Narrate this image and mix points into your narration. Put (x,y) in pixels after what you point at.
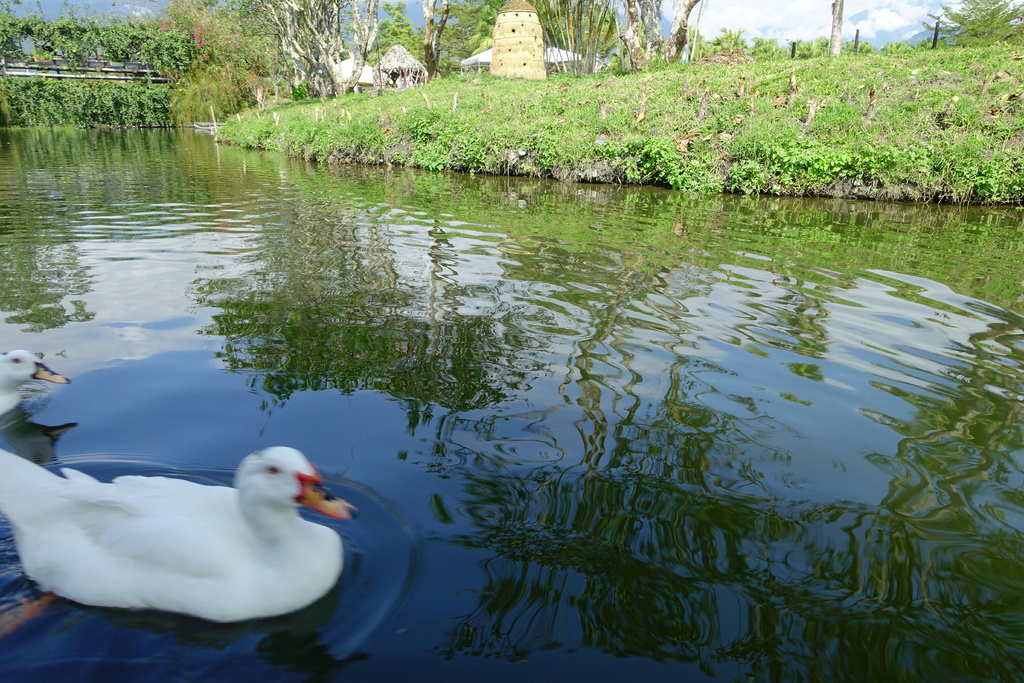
In this picture we can see birds (116,542), water (332,261), plants (191,87), huts (504,44) and trees (470,53). In the background of the image (881,27) we can see the sky (911,20) with clouds (917,16).
